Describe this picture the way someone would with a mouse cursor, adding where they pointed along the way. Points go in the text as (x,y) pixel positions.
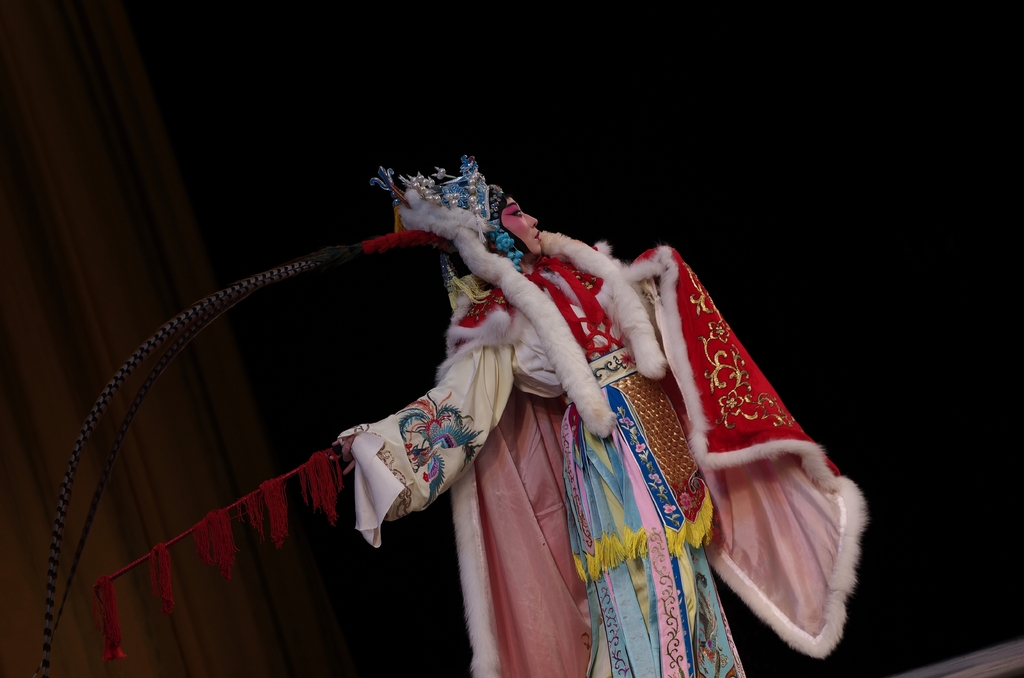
In the center of the image (497,302) a lady (579,333) is wearing cosmetics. On the left side of the image (135,305) curtain (28,561) is there. At the bottom right corner (1011,645) we can see floor (1011,661).
